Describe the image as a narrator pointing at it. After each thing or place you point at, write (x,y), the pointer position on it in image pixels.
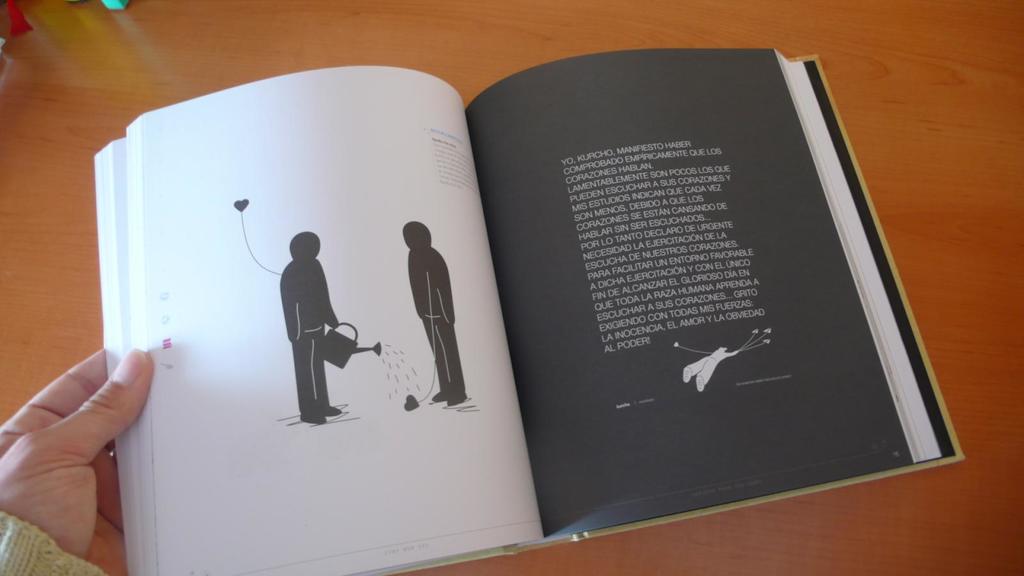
There is a book (520,134) on a surface (142,108). We can see a person's hand (82,443) holding the book (225,473). On the book (357,350) something is written. Also there is an image (348,337).
